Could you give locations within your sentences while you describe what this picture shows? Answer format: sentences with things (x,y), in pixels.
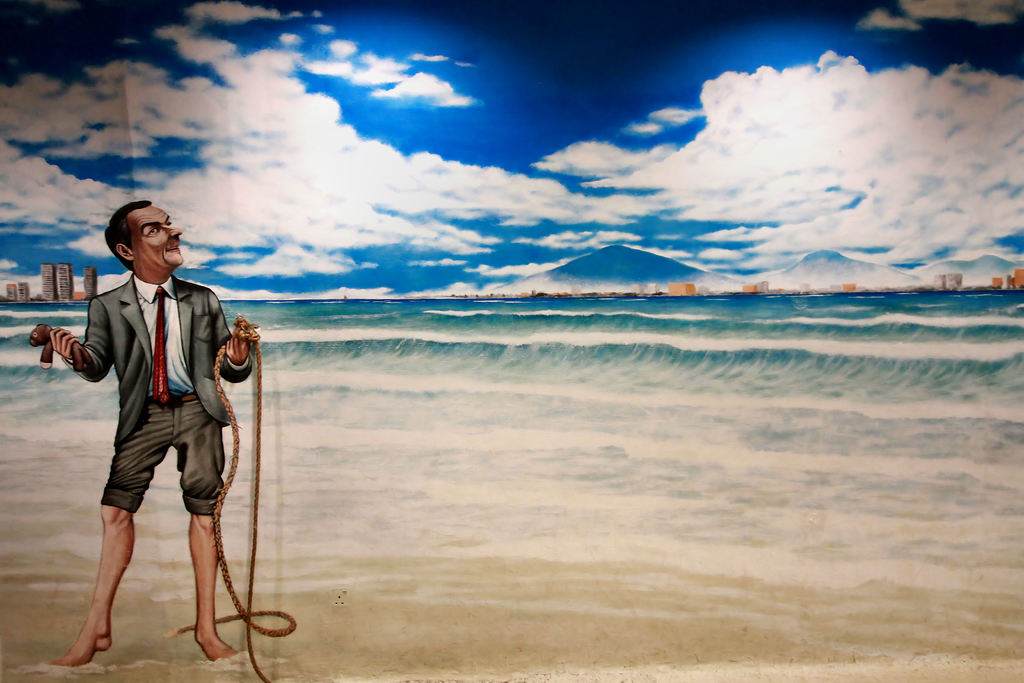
In this image, we can see depiction of a person (194,373) on the beach (565,580). This person (200,494) is holding a rope (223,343) and doll (47,340) with his hands (60,345). There are hills (636,262) on the right side of the image (975,269). There are clouds (410,235) in the sky (411,114).
